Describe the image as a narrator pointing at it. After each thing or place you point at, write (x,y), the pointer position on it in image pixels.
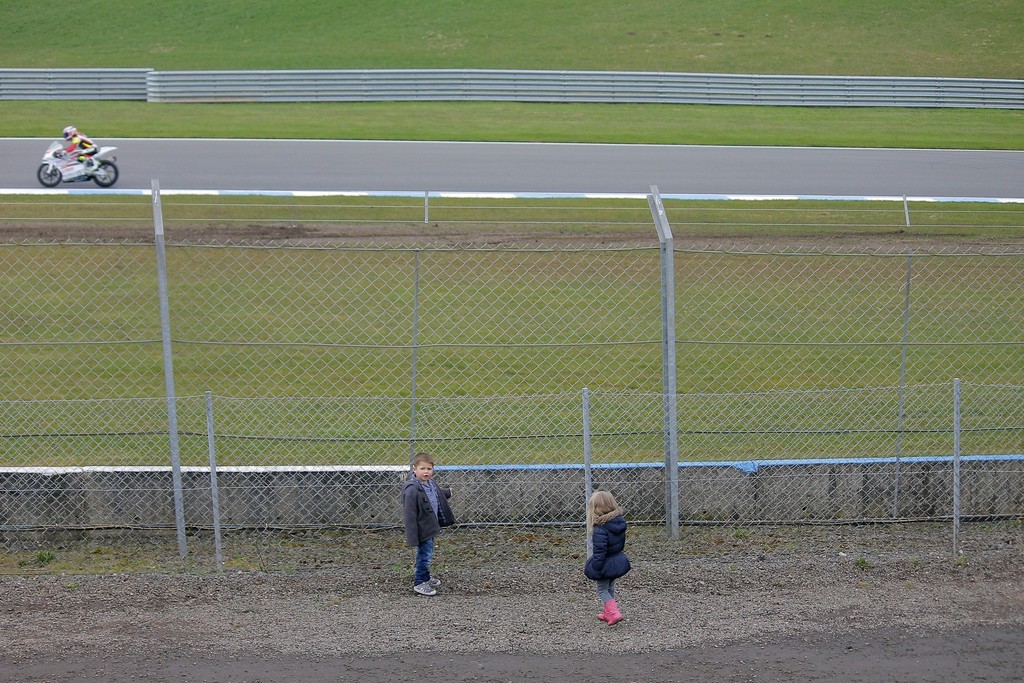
In this image we can see two kids (406,522) standing on the ground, there are some poles (167,389) and a fence (184,299), in the background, we can see a wall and on the left side of the image (93,161) there is a person (91,160) riding a motorbike (105,153) on the road (393,170).
